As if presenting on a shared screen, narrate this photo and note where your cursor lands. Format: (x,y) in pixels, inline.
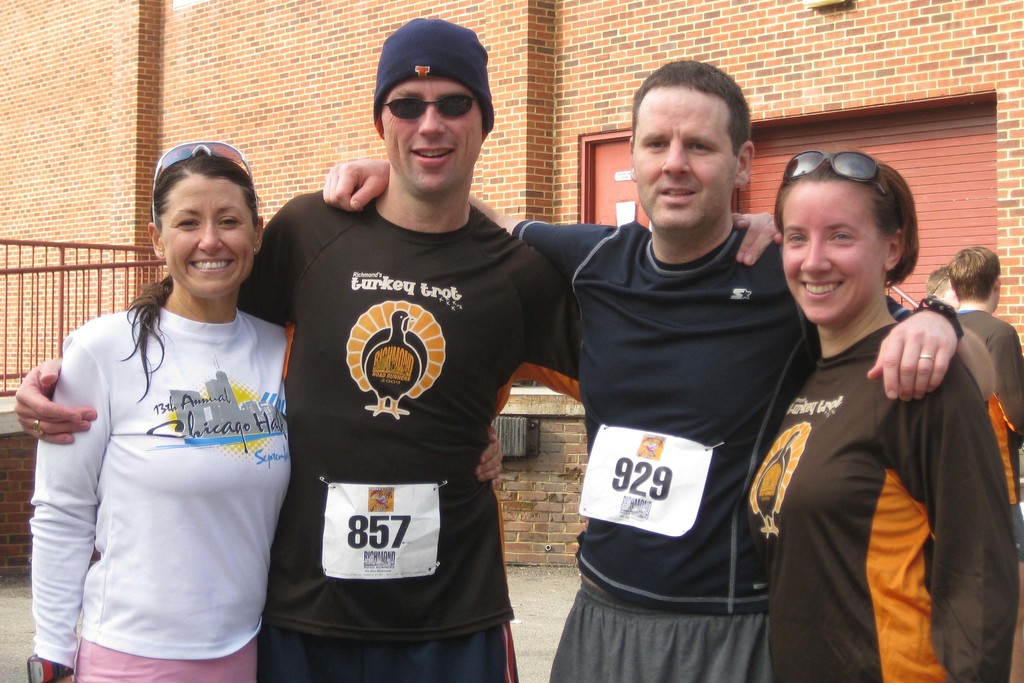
In this image I can see four people (429,384) with different color dresses (460,312). I can see three people (411,148) with the goggles (455,104) and one person (409,160) wearing the cap (395,51). To the right (964,324) I can see few more people (983,336). In the background (93,274) I can see the railing (38,270), door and the brown color brick wall (549,90).
